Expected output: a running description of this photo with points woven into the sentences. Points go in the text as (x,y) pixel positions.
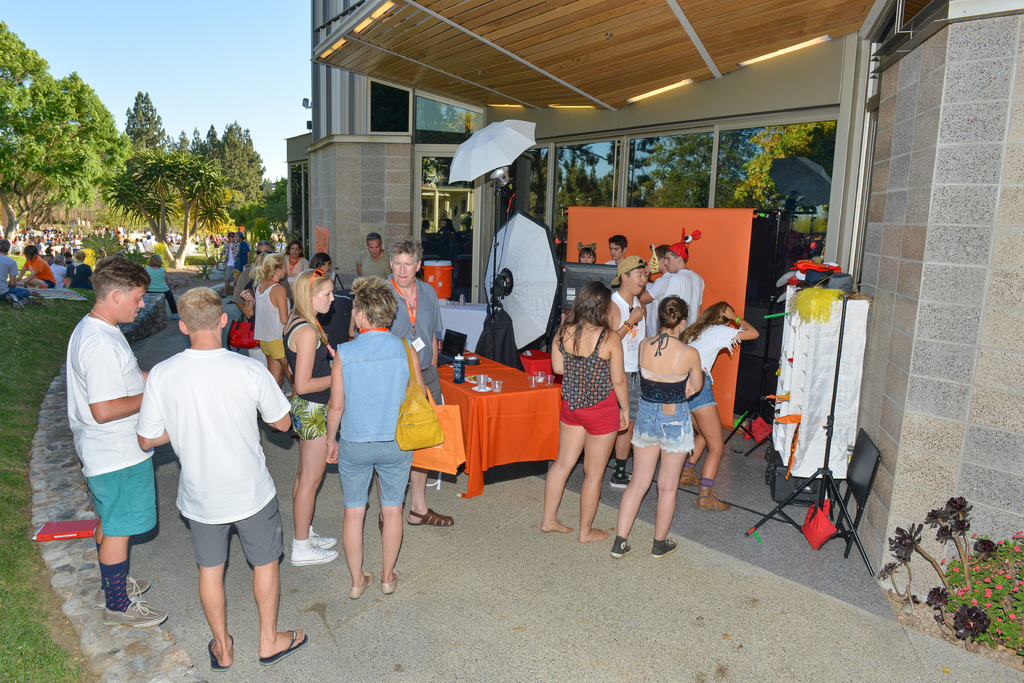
In this image I can see the group of people (344,377) some of them are sitting and some are standing. There is table (485,408) with glass (494,388), bottle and laptop (460,349). I can also see the building (659,99) with glass (751,181). There are some trees (75,133) and the sky (116,37).
